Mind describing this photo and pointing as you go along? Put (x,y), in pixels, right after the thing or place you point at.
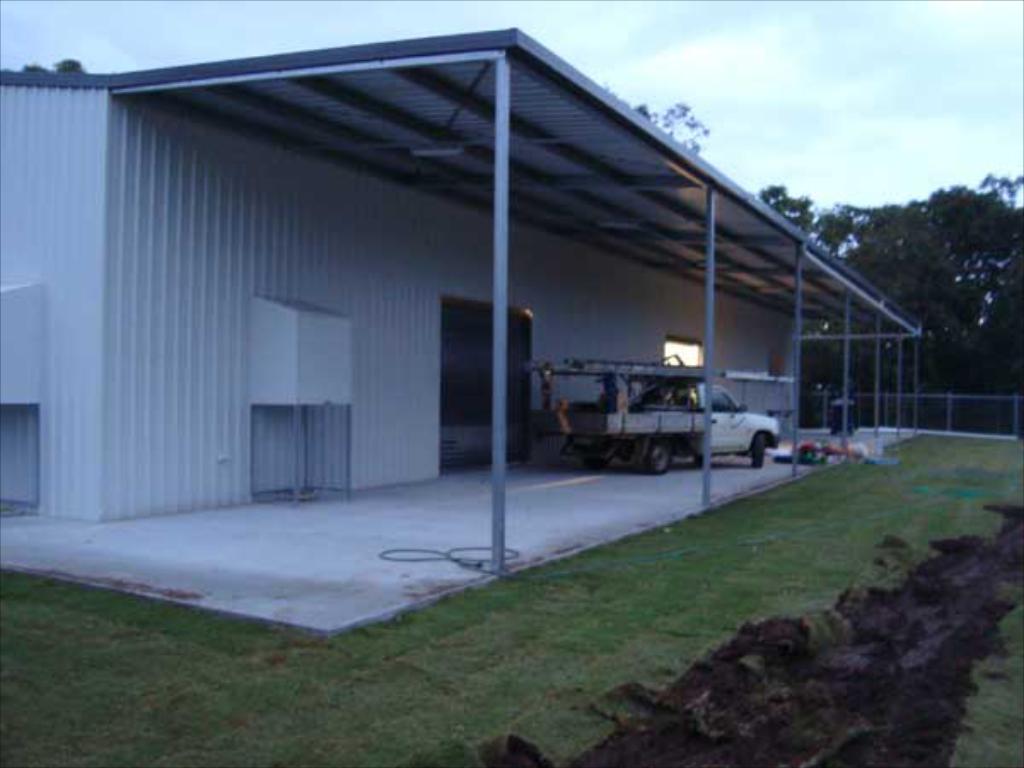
In this picture we can see a truck (669,371) on the path (386,534). There are few poles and a building (318,267). We can see some trees (1005,364) and fencing (818,412) on the right side (972,380). Some grass (568,742) is visible on the ground (741,741). Sky (788,75) is cloudy.
